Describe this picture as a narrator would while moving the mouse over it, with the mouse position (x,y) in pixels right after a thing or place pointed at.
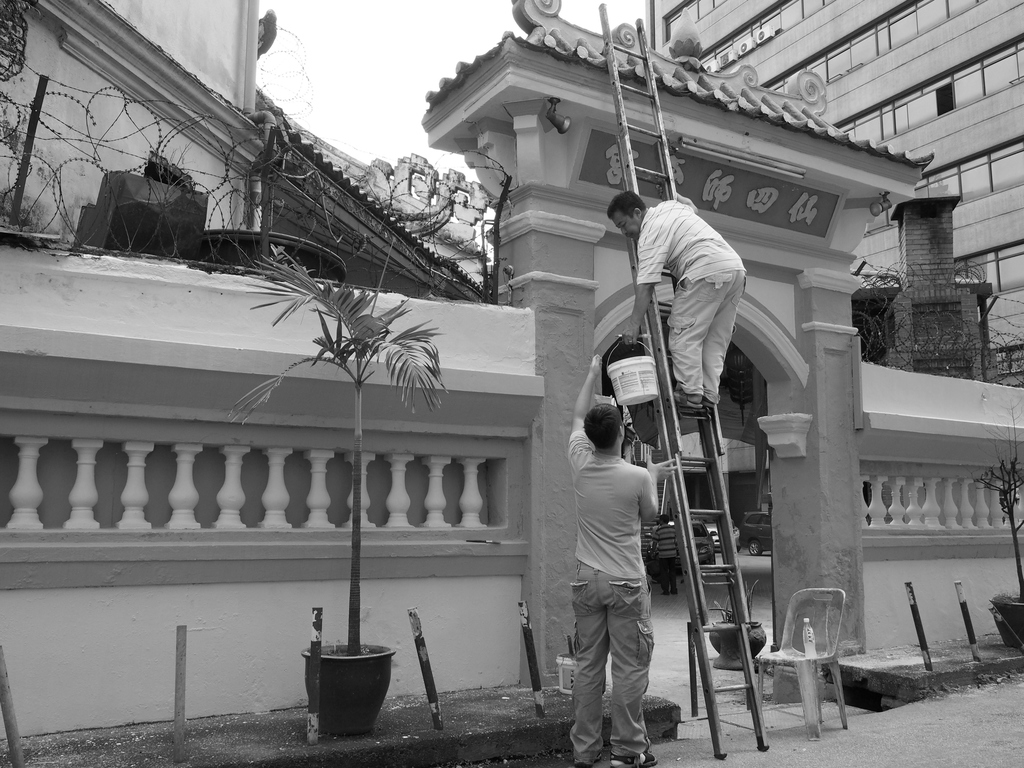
In this picture there is a person (650,277) standing on the ladder (687,569) and holding the bucket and there is a person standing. In the foreground (529,511) there is an arch (567,194) and there is text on the arch (561,178) and there is a bottle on the chair (810,669) and there are plants (1020,618) and rods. At the back (311,227) there are buildings (984,182) and there is fence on the wall (87,302). At the top (359,50) there is sky (369,50). At the bottom (876,721) there is a road (849,718) and there are vehicles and there is a person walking behind the wall (969,572).
